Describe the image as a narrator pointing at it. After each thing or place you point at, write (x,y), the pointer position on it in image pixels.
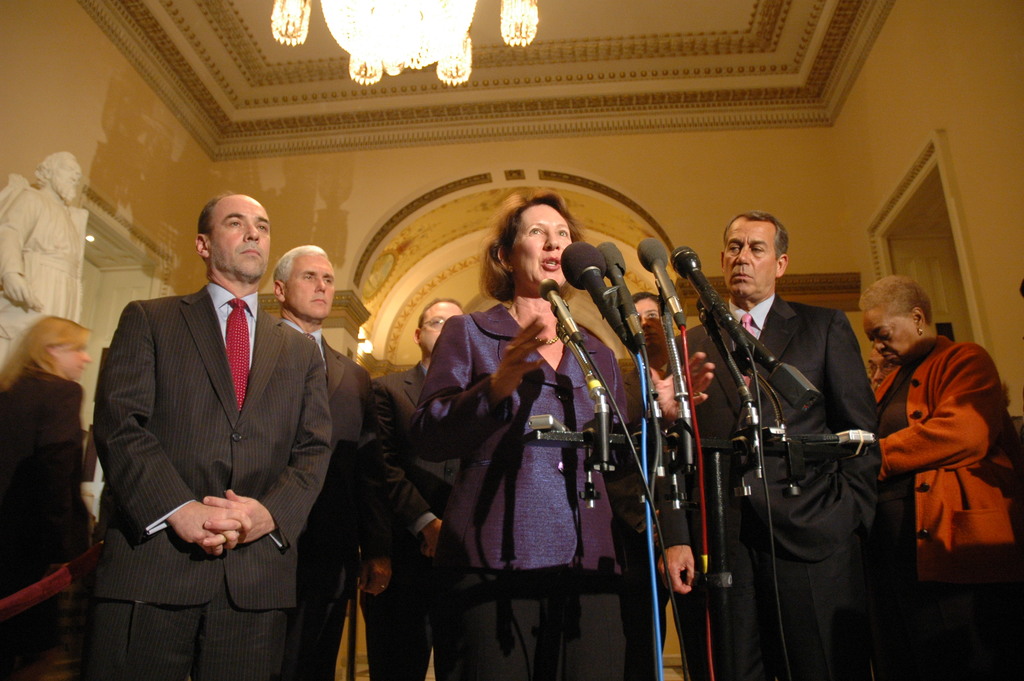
In this image we can see a woman (553,548) is standing. she is wearing purple color coat (516,487). In front of her mics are there. Beside her men (832,352) are standing who are wearing suits (834,364). Left side of the image (48,245) one white color statue (31,243) is there. Top of the image (337,39) chandelier (337,29) is present. The walls (97,114) and roof (810,107) are in light cream color. Right side of the image (961,470) one lady (971,487) is standing, she is wearing red color coat (962,457).
